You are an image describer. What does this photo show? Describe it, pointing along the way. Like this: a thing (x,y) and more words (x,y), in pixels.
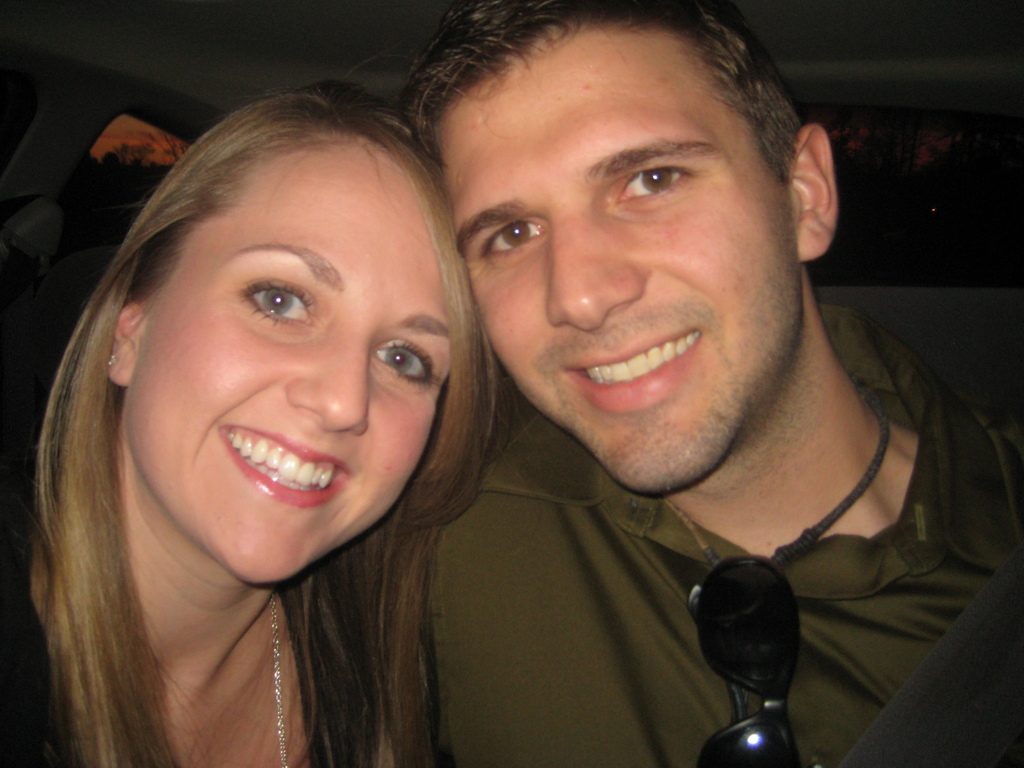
In this picture we can see a man (575,436) and a woman (380,429) smiling, goggles (749,634) and in the background (126,123) we can see trees (104,156), some objects (183,116) and the sky (123,142).
